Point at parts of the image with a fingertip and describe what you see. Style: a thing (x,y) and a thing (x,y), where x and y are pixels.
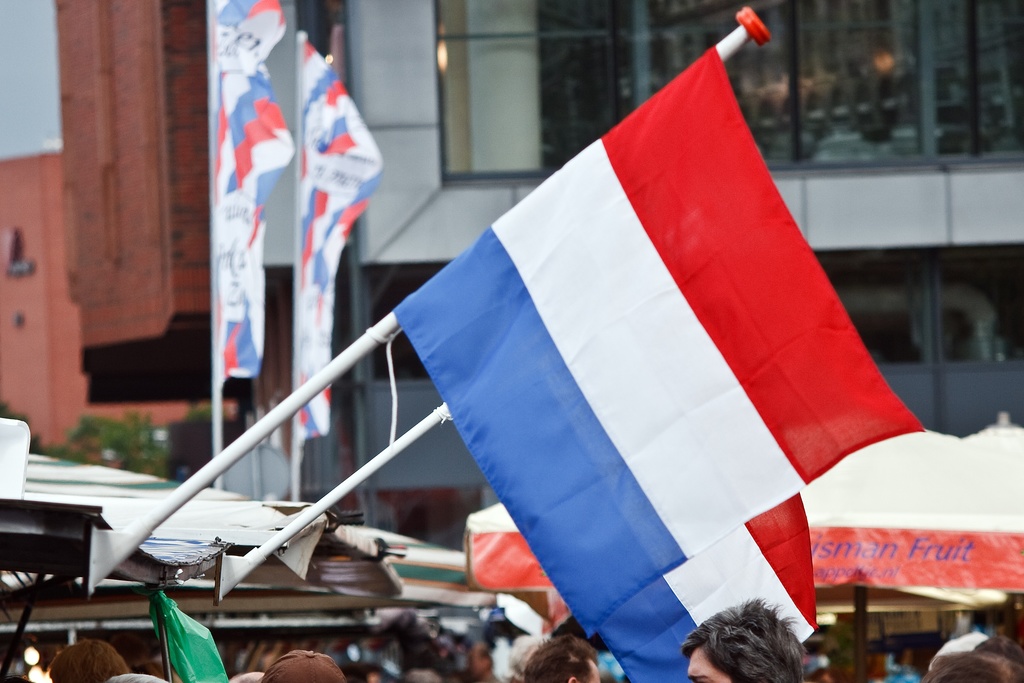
In this image, we can see flags (658,479), tents (309,543), people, trees (135,420) and buildings (86,130).
